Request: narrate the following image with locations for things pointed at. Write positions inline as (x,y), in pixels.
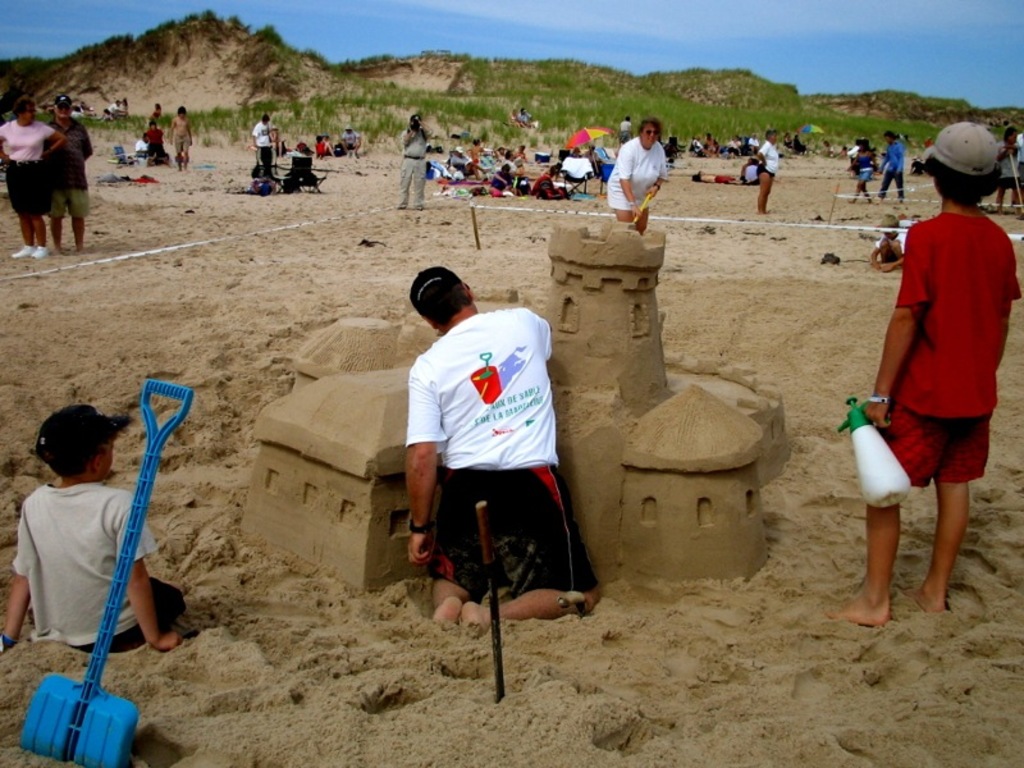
This image is taken outdoors. At the top of the image (213,8) there is the sky (677,34) with clouds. At the bottom of the image (314,709) there is sand (203,286). In the background (232,97) there are a few hills (704,102). There are a few trees (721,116) and plants (867,127) on the ground (370,75). Many people (154,155) are sitting on the ground (593,201) and a few people (522,163) are sitting on the resting chairs (570,171). A few are standing and a few are walking on the ground (679,203). In the middle of the image (540,366) a man (477,375) is sitting on the ground (293,708) and he is making a sand art (560,402). There is a spade (151,443) and a boy (118,523) sitting on the ground (190,570). On the right side of the image (946,252) a boy (929,254) is standing and he is holding a bottle (876,453) in his hand (870,405).
